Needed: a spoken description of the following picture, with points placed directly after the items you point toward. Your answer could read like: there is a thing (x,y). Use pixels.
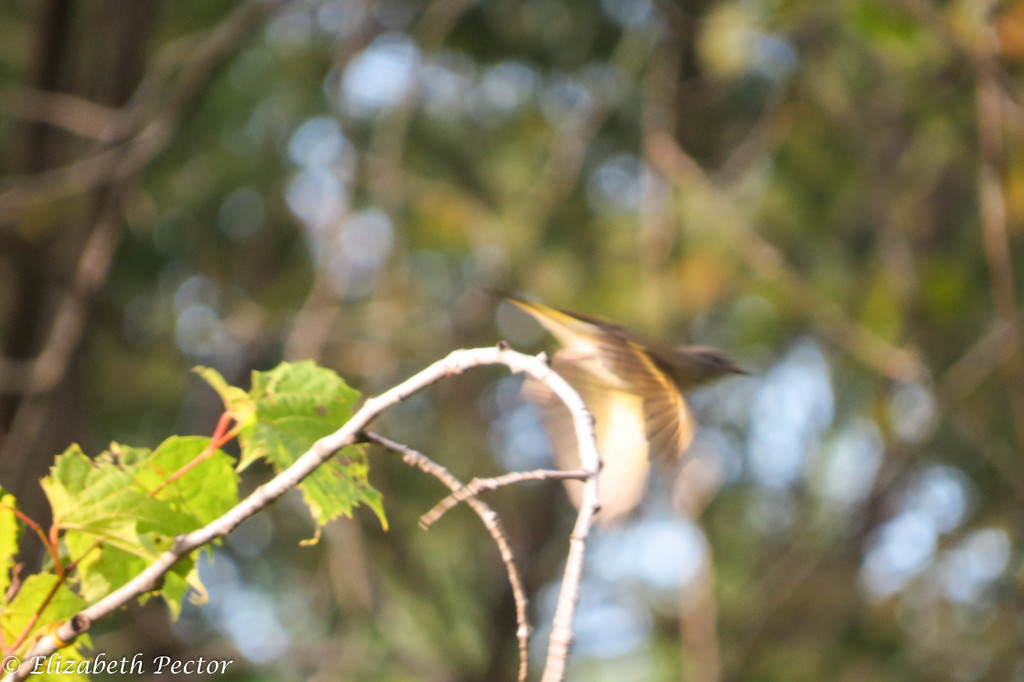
In this image in the front (142,538) there is a plant (346,463) and the background (487,623) is blurry.
